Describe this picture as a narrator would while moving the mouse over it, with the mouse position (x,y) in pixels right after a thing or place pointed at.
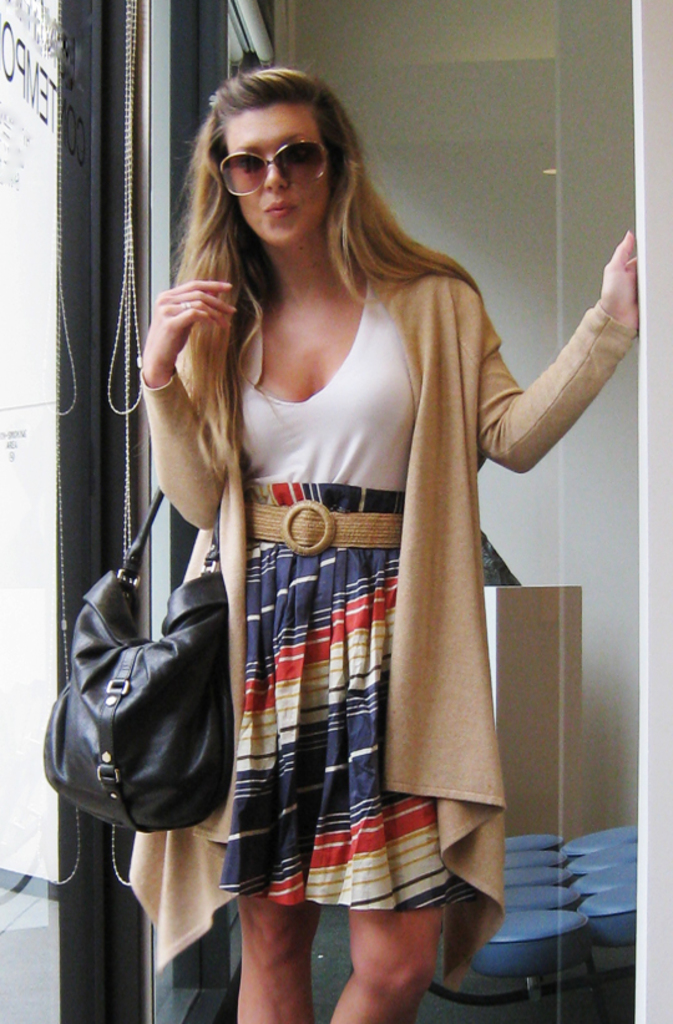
The women (200,476) holding black hand bag (197,662) in her right hand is standing.
